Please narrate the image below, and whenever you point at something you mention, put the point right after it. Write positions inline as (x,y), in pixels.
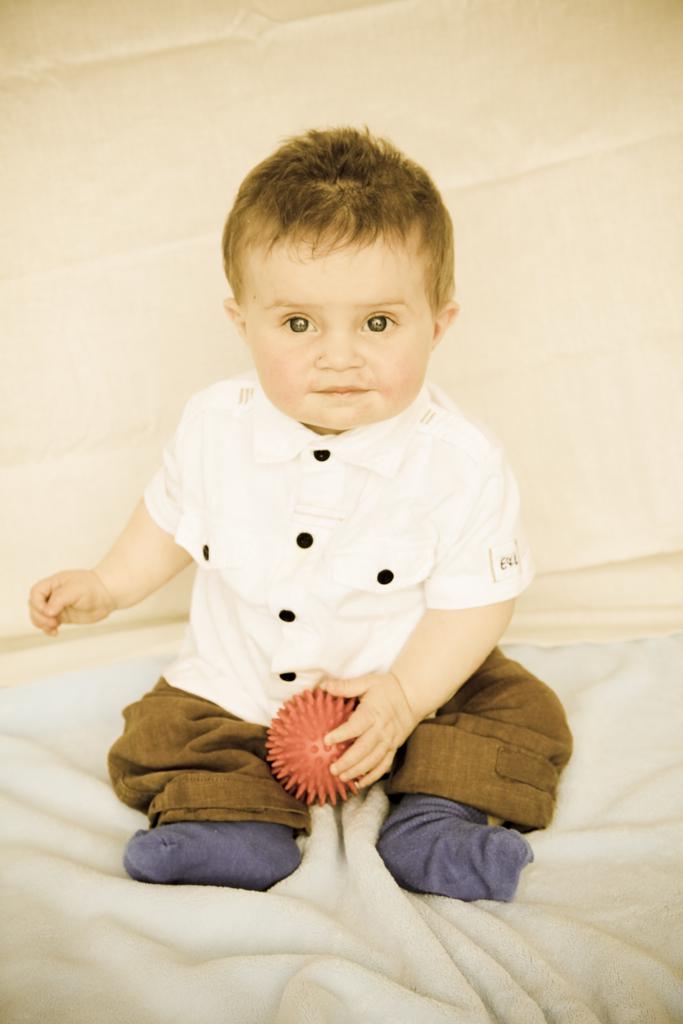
In this picture we can see a boy (256,497) is in the white shirt (308,558). He is holding an object (333,715) and sitting on a cloth (21,709). Behind the boy (343,541), it looks like a wall (81,414).
